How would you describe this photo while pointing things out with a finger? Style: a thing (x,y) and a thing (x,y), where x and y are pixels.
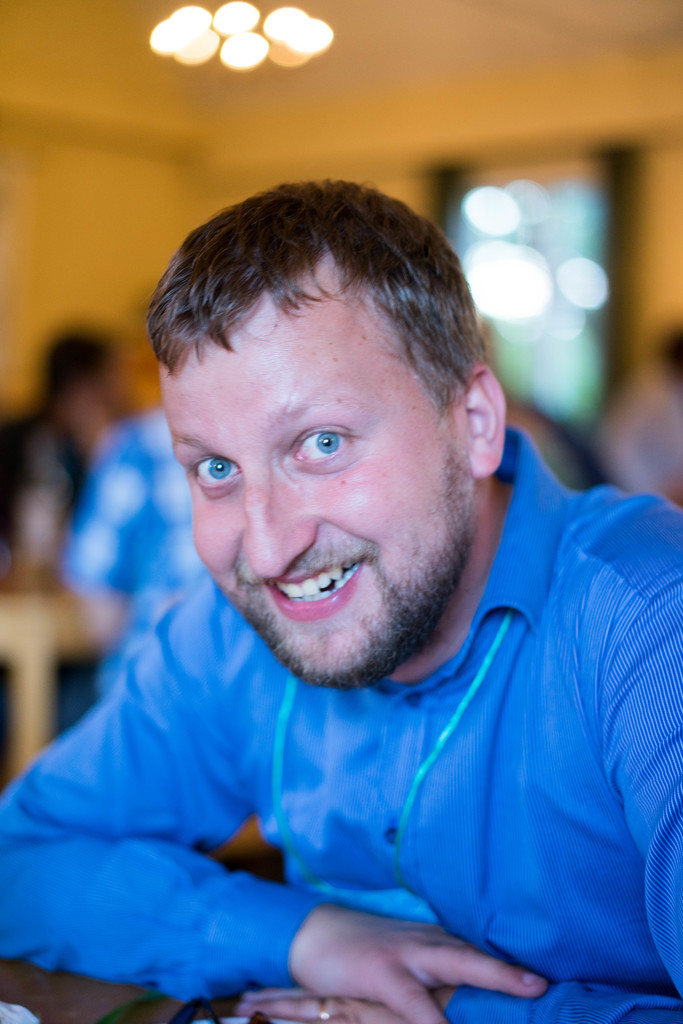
This picture shows a man (359,270) seated with a smile (297,608) on his face (327,610) and he wore a blue shirt (124,657) and we see a table (15,972). We see few people (84,486) on the back (159,517) and few lights (168,50) to the roof (359,65).
